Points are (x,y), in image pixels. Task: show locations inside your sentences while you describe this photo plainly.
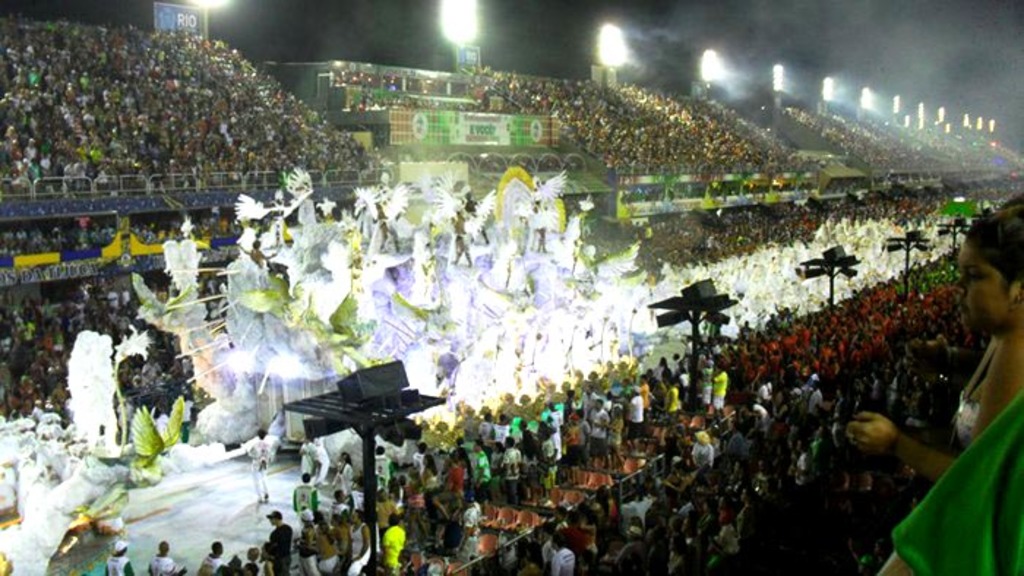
In this image I can see number of people (715,274) are standing. I can also see number of poles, lights (613,29), smoke (673,16) and on the top left side of this image (195,11) I can see a blue colour board (178,16). I can also see something is written on the board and in the centre of this image (557,261) I can see few purple colour things (393,266).
